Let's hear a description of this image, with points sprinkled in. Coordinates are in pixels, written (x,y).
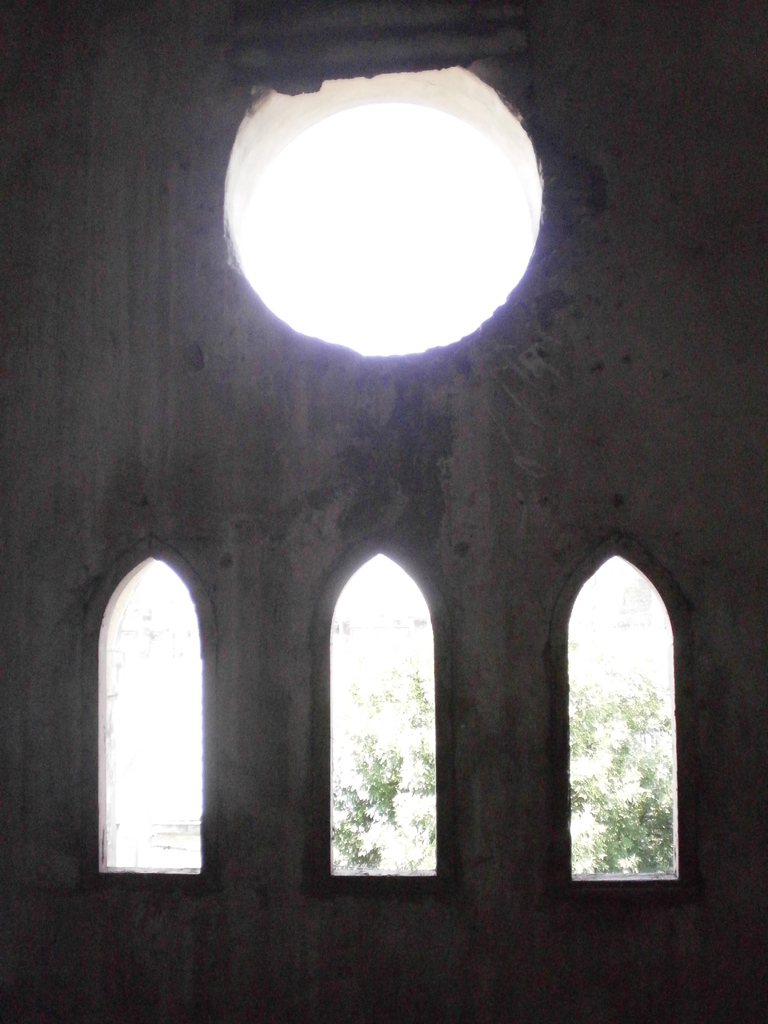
In the foreground of this image (503,937), there are arches (136,767) like windows (650,756) to a wall (704,591) and at the top (372,148), there is a circular hole (473,111) to it. In the background (633,689), there are trees (622,780).
